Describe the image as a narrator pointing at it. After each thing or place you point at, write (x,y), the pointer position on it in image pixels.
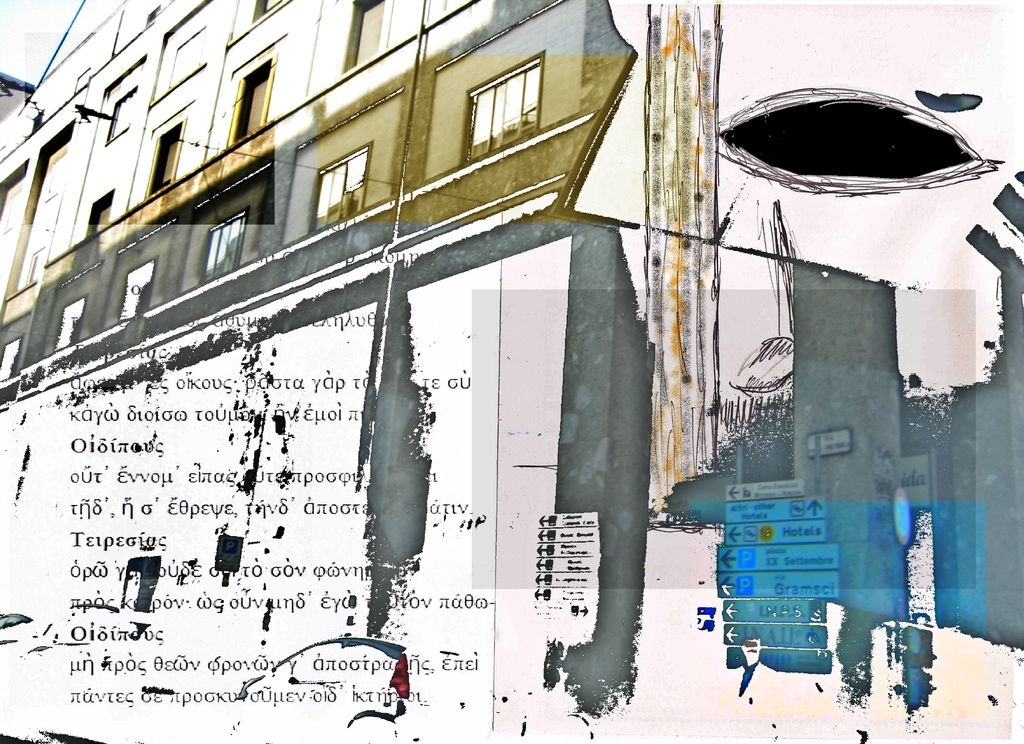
In this picture there is a building (398,93) and there is something written below it and there are some other objects (782,552) in the right corner (813,432).
